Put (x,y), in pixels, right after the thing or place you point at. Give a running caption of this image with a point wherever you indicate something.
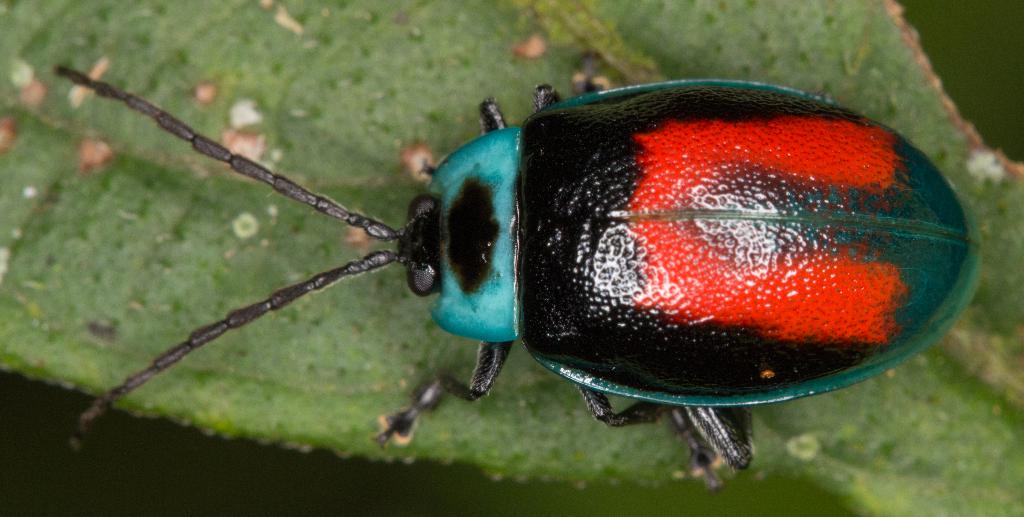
In this image there is a flower beetle (945,332) on the leaf (229,224).
